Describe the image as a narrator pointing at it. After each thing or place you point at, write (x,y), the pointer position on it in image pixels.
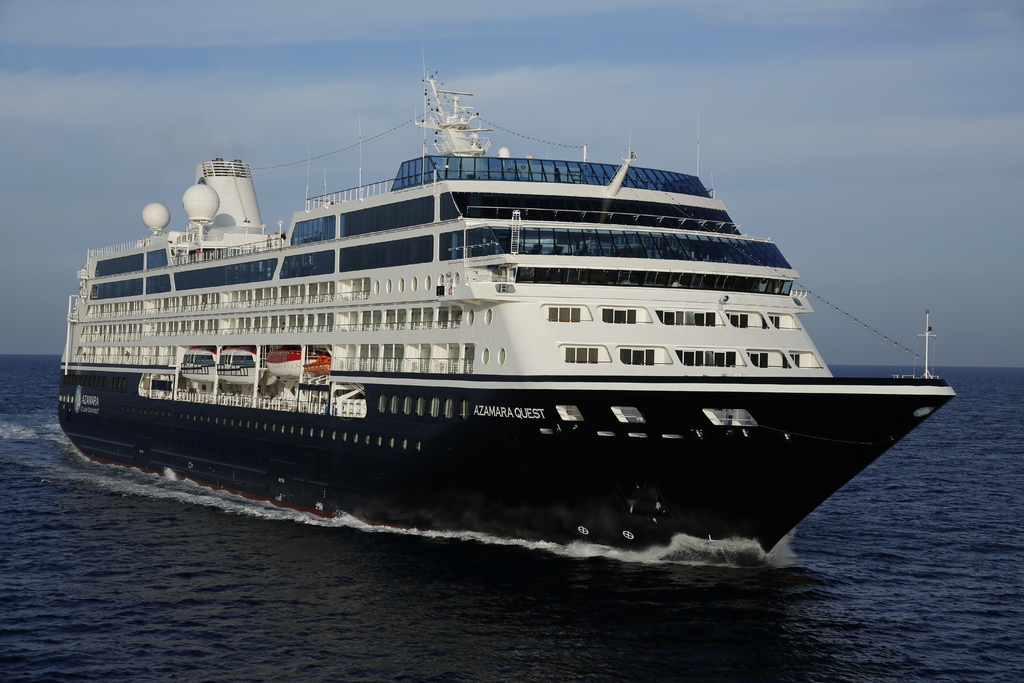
This picture is clicked outside. In the center (590,431) we can see a ship (389,289) in the water body (410,532) and we can see the text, metal rods (394,368) and some other objects (309,367). In the background (1012,134) we can see the sky (277,131).
